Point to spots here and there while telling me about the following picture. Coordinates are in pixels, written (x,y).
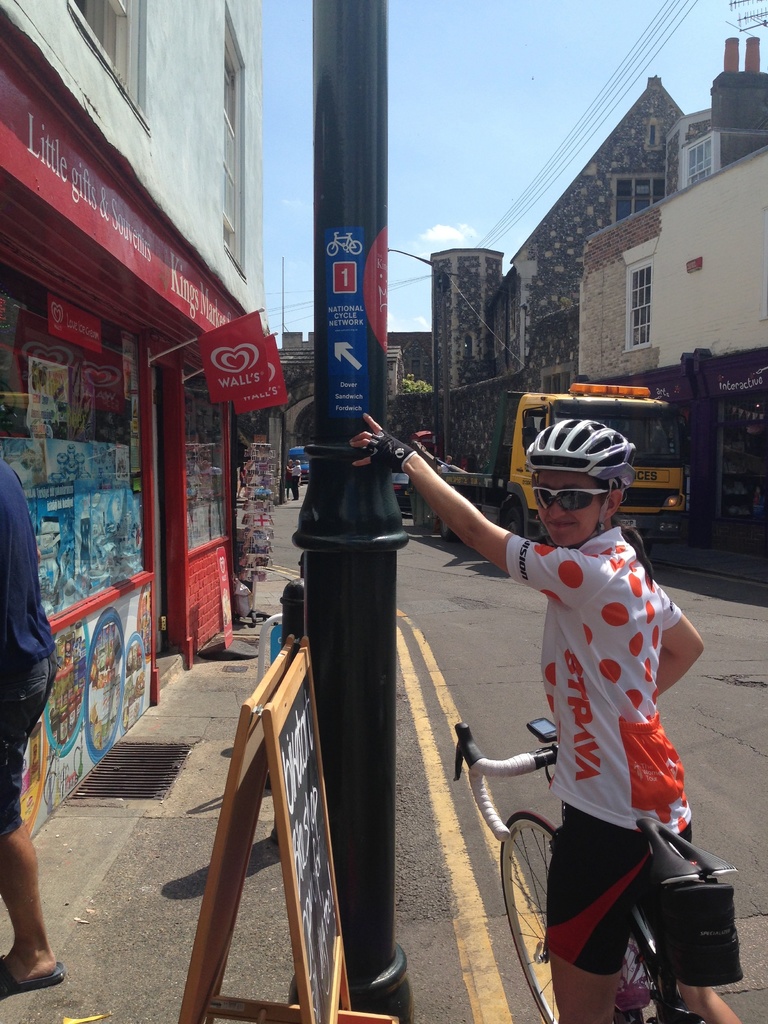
In this image there is a woman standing in the bicycle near the pole (384,747), and in back ground (224,486) there is building (224,486), another person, hoarding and sky (533,91).
